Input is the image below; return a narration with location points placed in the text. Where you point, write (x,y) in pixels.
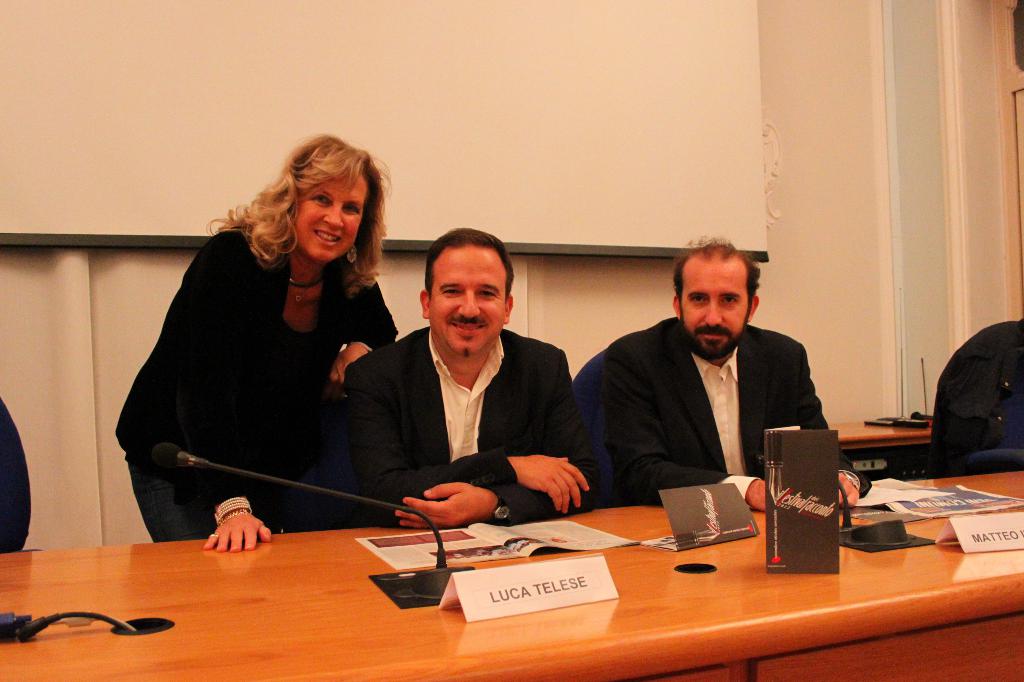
In this picture there are people (307,221) in the center of the image (504,402) and there is a table (33,571) in front of them, on which there are mics (281,482), books (477,535), and other cards (482,599), there is a projector screen (597,199) at the top side of the image (625,122) and there is a window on the right side of the image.
